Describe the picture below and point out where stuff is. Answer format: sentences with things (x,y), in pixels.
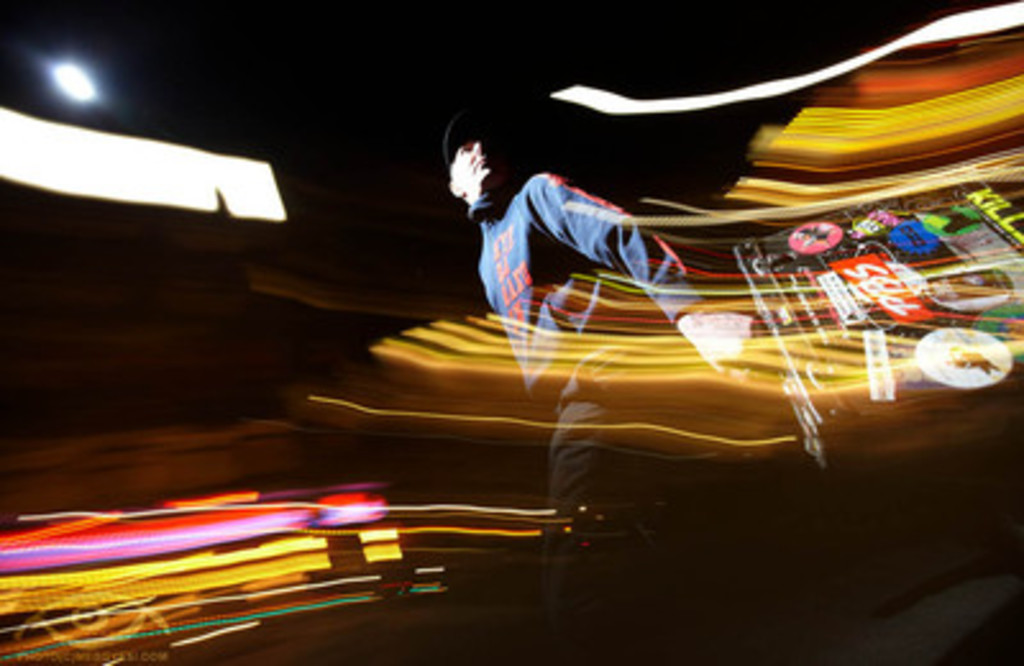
I see this is a blurry image and I see a man (590,243) over here and I see the lights (556,310) which are colorful and it is dark in the background (310,191).
